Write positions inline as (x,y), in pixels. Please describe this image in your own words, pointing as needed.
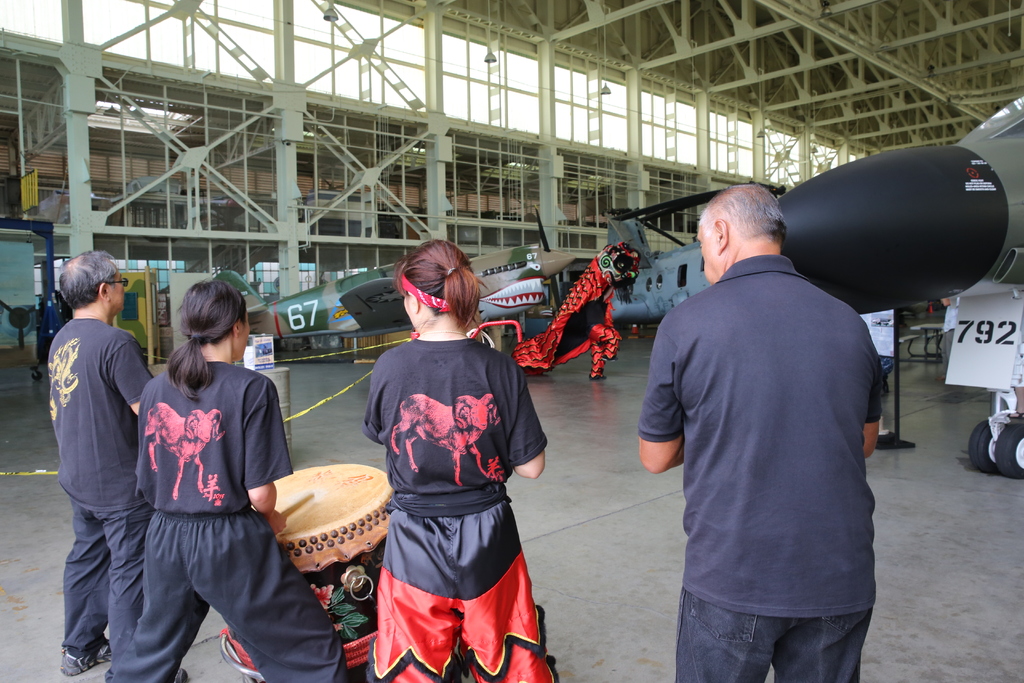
An indoor picture. This 4 persons (380,379) are standing. This person (191,507) is playing a musical drum (321,530). This are aeroplanes (886,201). This is a shed (832,21). This is a lion dance costume (582,323) in red color.
